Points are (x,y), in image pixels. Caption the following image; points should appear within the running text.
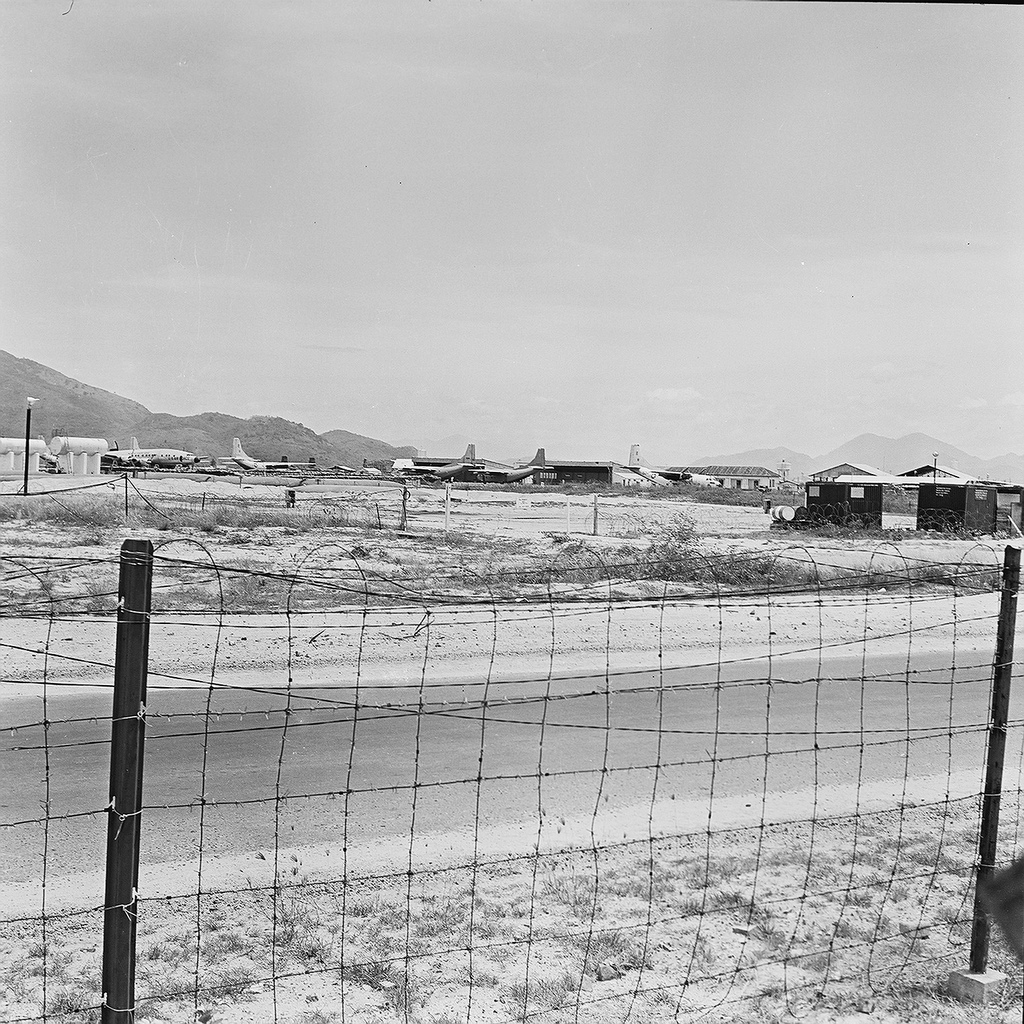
It looks like a black and white picture, we can see the fence (910,653), path (877,695), pole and airplanes (262,466) on the path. Behind the airplanes (286,465) there is a hill (204,437) and the sky (258,277).
